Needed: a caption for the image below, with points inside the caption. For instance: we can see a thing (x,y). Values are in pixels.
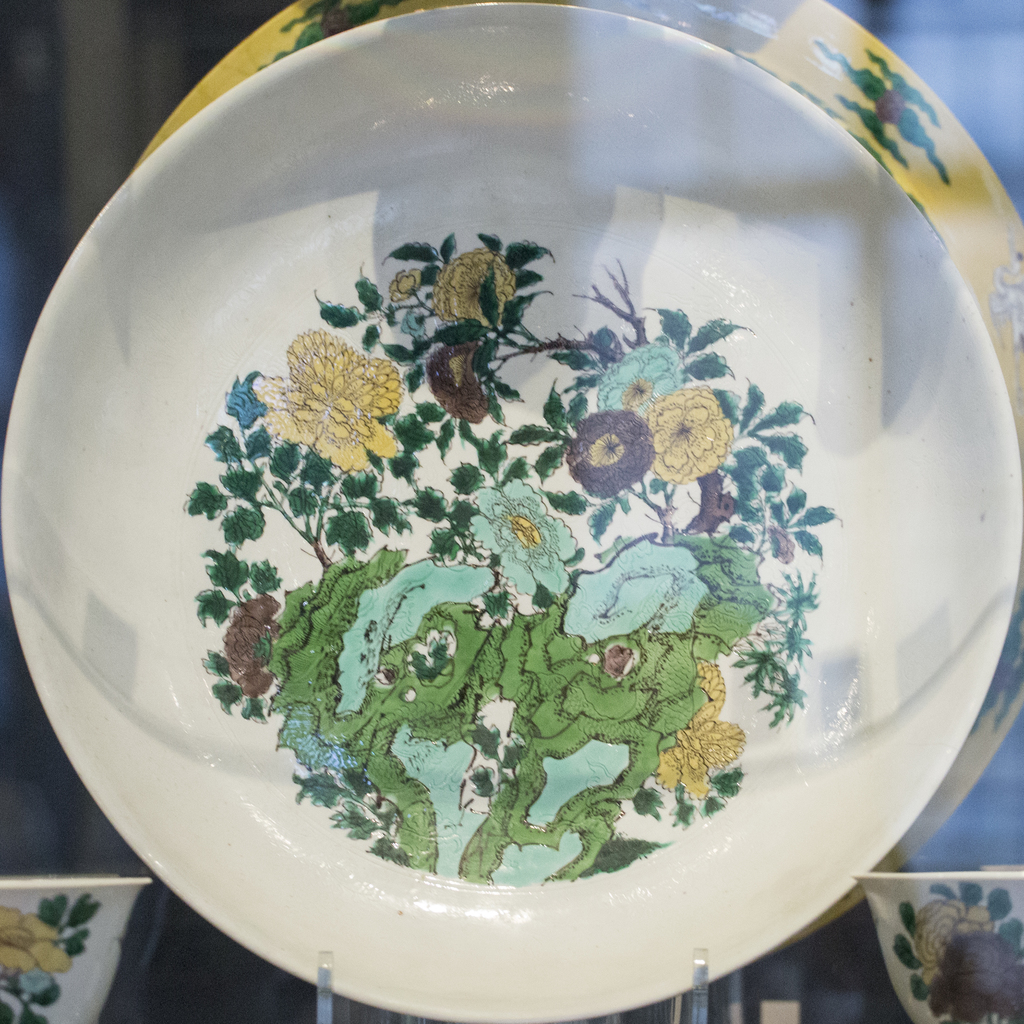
This is a plate (310,695), there are paintings (530,574) of plants (556,574) in it.
